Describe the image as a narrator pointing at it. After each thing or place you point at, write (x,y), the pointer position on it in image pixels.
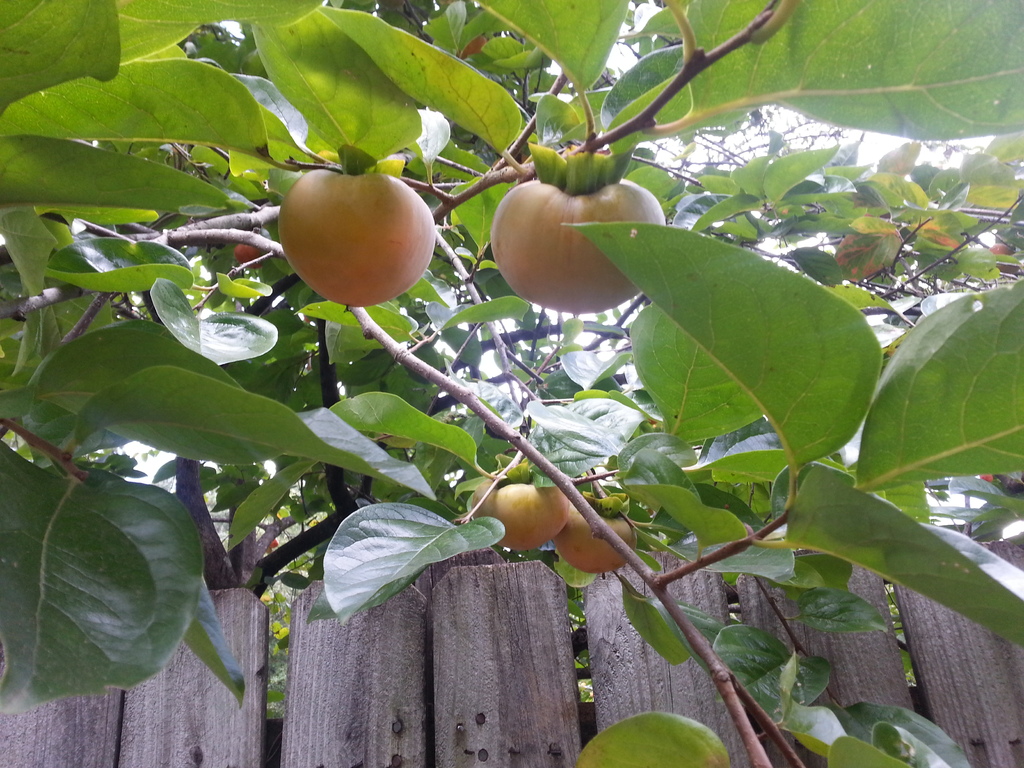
In this image in the foreground (554,302) there is a plant (501,397) and some fruits (420,269), at the bottom (313,667) there are some wooden boards (471,666).
